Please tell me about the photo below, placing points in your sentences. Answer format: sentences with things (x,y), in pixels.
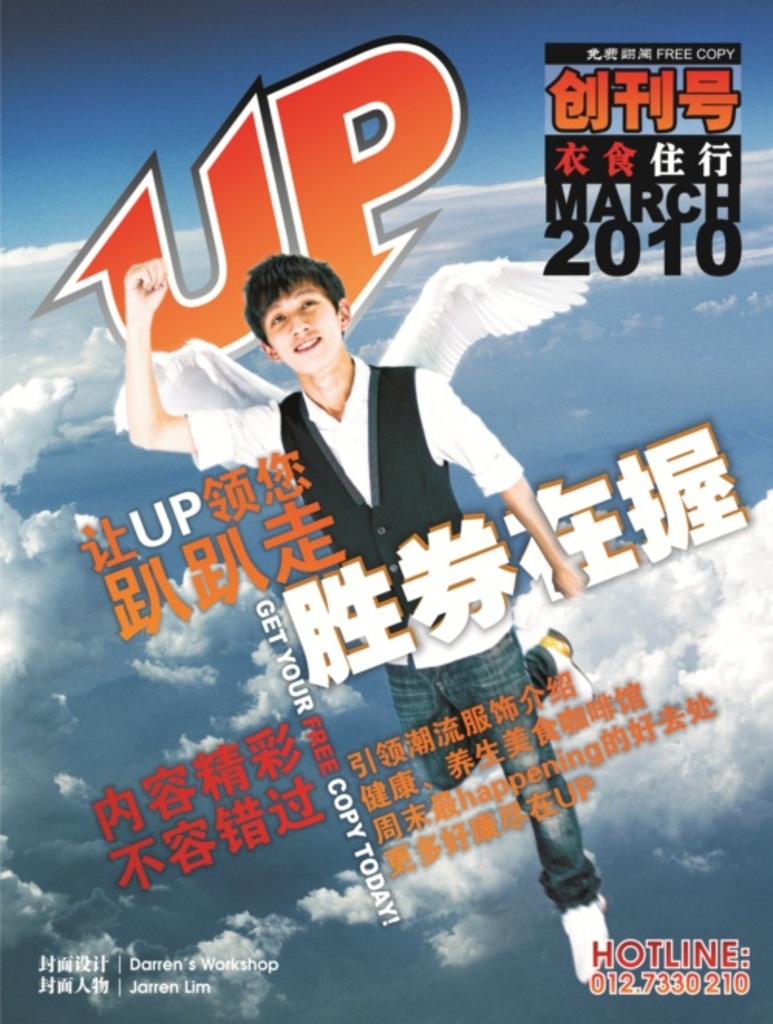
This might be a poster (240,667) in this image in the center (428,458) there is one person (278,312) and wings (197,361) and in the foreground (517,712) there is text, in the background (357,910) there are some clouds (43,399).
